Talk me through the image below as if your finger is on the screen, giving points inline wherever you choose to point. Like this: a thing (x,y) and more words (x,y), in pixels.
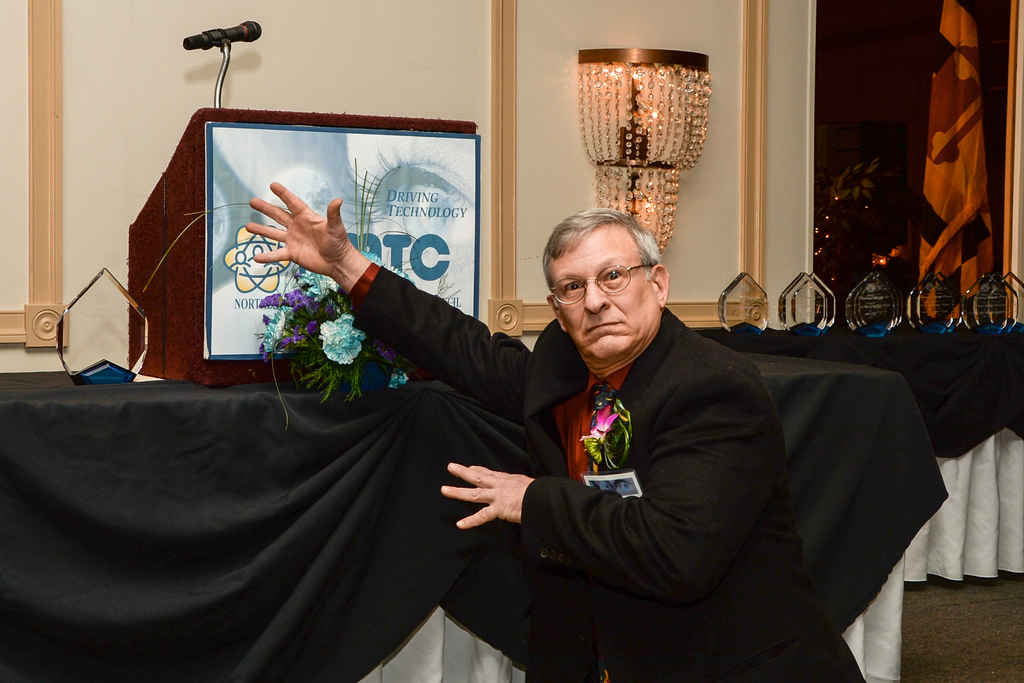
In this image, we can see a man (787,497), he is wearing a black color coat (676,505) and specs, we can see a podium (205,134) and a microphone (234,39), there is a black colored cloth (908,470), we can see a window (880,162) and a wall (581,46).
